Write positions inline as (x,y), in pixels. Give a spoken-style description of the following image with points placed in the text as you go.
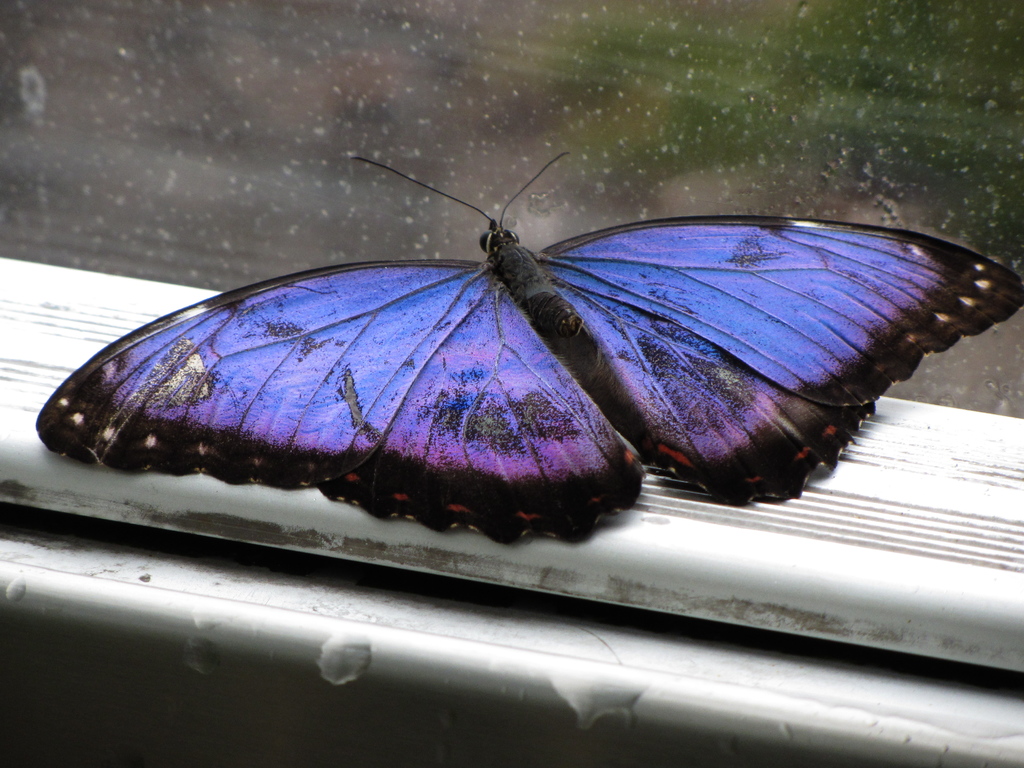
In this image there is a butterfly (542,375) in the center (556,365).
